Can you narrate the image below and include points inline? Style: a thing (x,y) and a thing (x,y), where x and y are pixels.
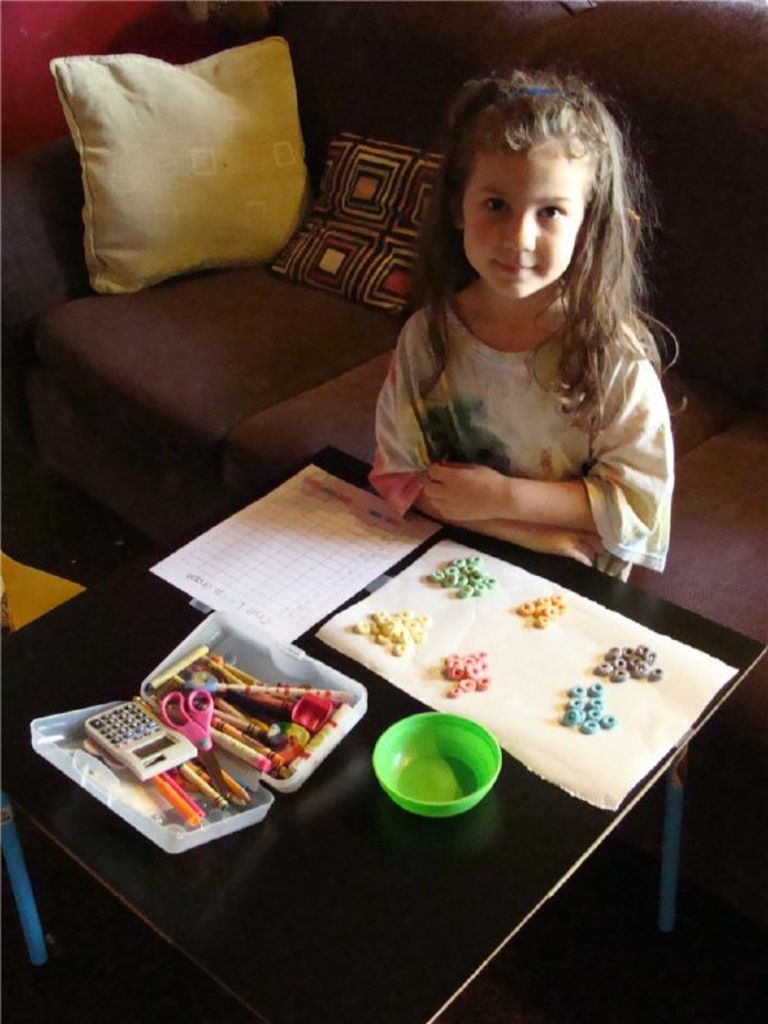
This is a picture taken in a room (529,445), the girl (529,445) in white t shirt (529,450) standing on the floor (90,516) in front of the girl (532,414) there is a table (399,909) on the table (302,927) there are bowl (418,789), paper (613,777), box (330,677), scissors (214,754), calculator (136,743), pencils (247,749). Background of the girl (509,420) is a sofa (249,382) on the sofa (215,325) there are cushions (253,244).
